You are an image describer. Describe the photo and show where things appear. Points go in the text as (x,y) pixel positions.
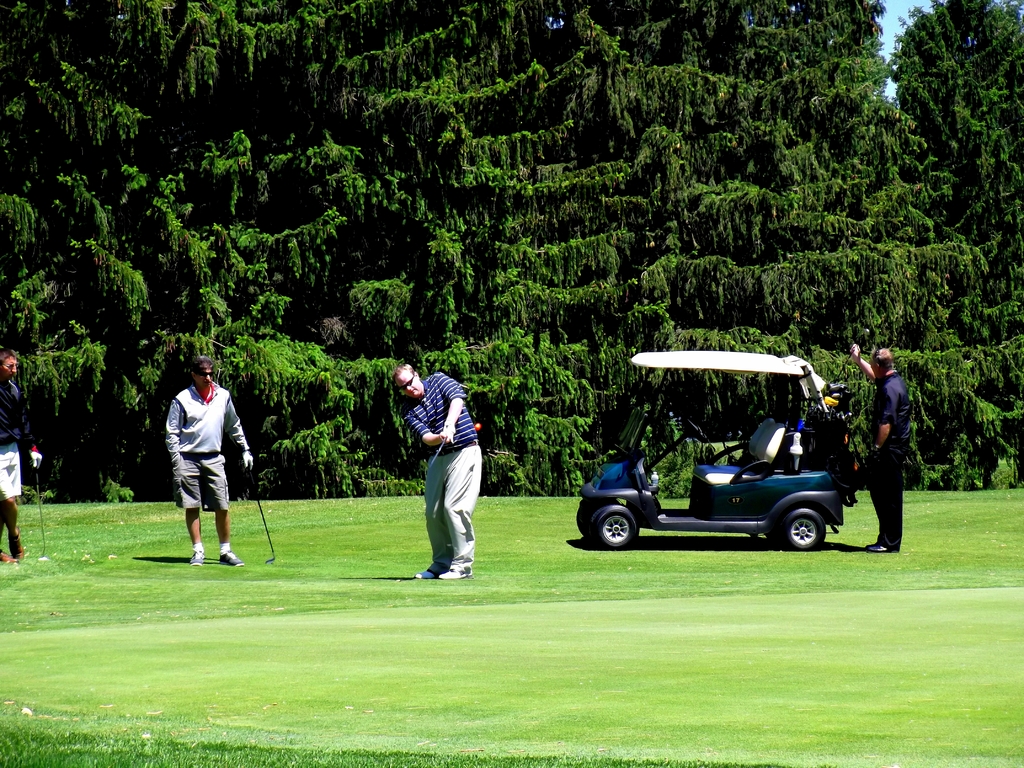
In the front of the image (218,581) we can see people (455,502), vehicle (701,483) and grass (390,635). Among them three people (436,496) are holding sticks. In the background (848,137) there are trees (360,268).
